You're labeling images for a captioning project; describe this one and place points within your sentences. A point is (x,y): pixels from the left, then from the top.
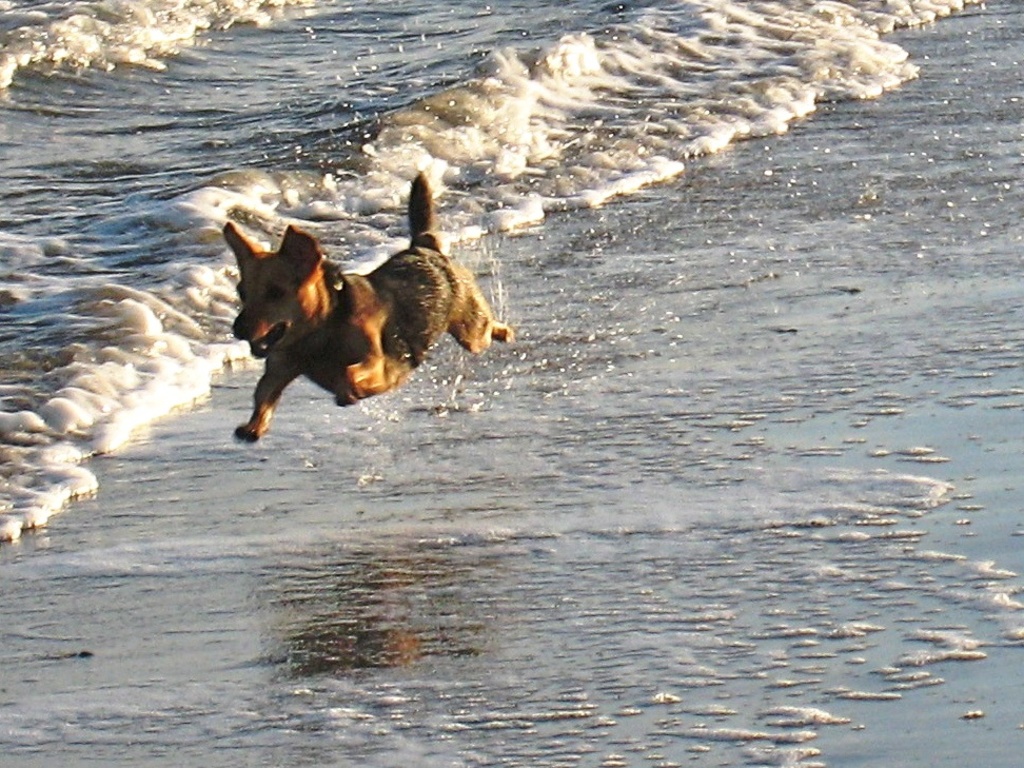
In this image we can see a dog (254,260) running on the water (540,428).
